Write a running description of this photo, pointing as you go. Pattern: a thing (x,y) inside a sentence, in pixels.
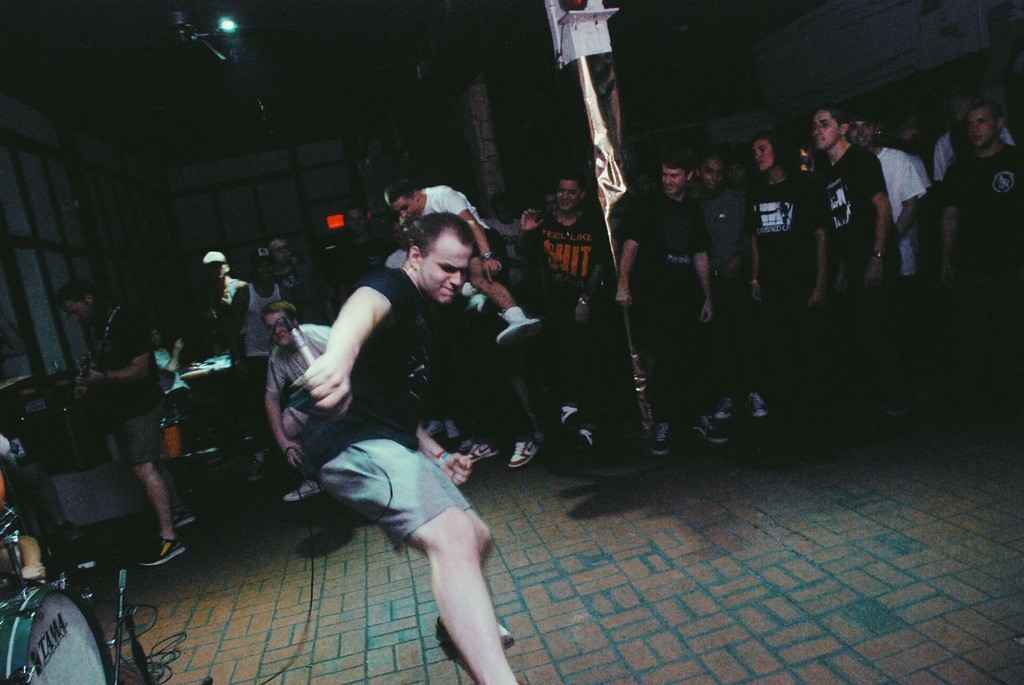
A person (388,390) in the center (388,375) is dancing, behind him many persons (544,264) are standing. On the left side (54,595) there is a drums (38,649). On the top (221,22) there is a light (236,27).
